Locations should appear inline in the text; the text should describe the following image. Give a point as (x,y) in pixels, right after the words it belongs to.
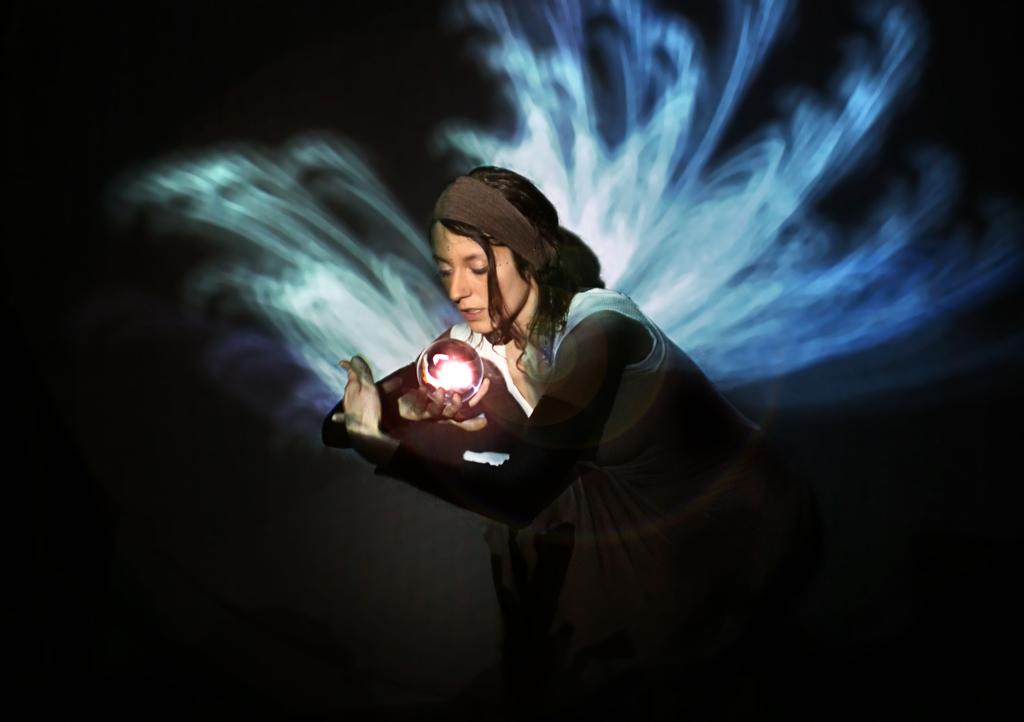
It is an edited image. I can see a woman (579,654) holding a plasma ball (434,367). The background (388,72) looks dark.
